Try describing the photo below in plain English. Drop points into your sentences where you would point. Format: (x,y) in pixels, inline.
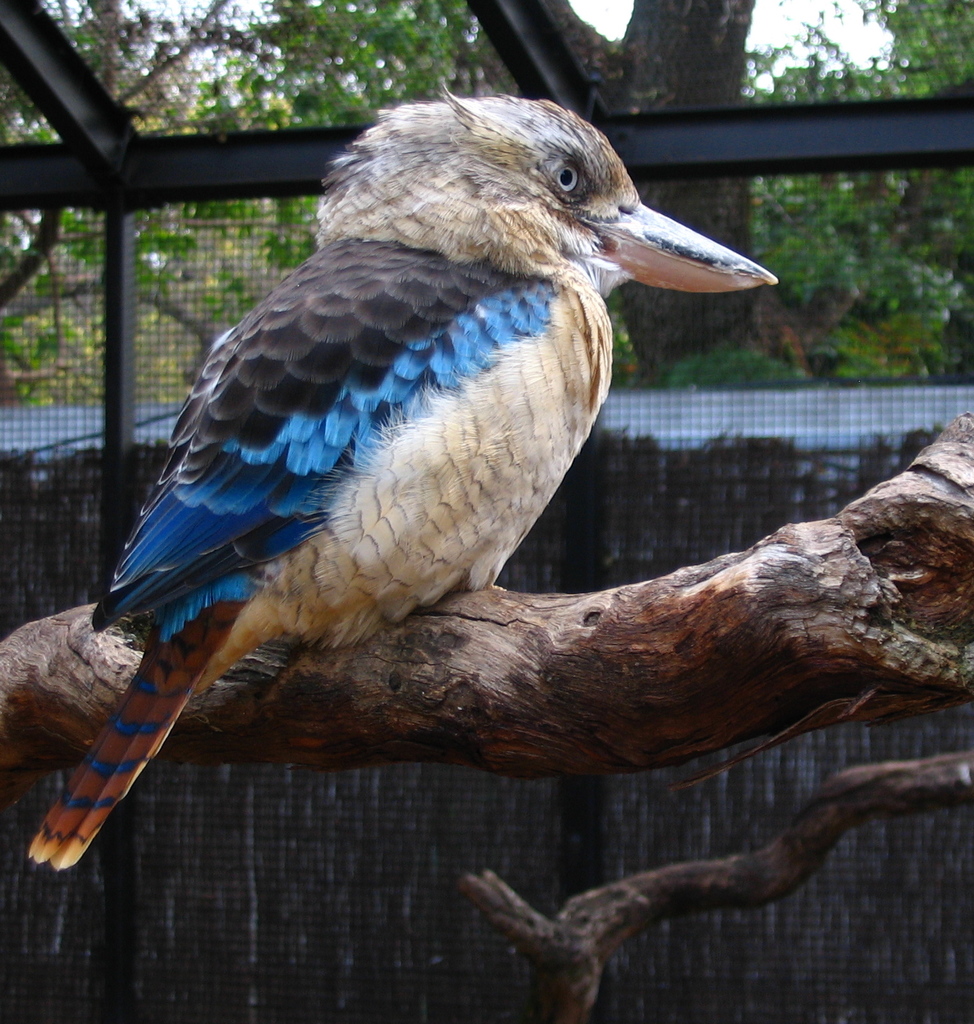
In this picture i can see a bird (456,522) is sitting on a tree (815,671). In the background (183,334) i can see fence (209,225), trees (663,88) and sky (807,50).
